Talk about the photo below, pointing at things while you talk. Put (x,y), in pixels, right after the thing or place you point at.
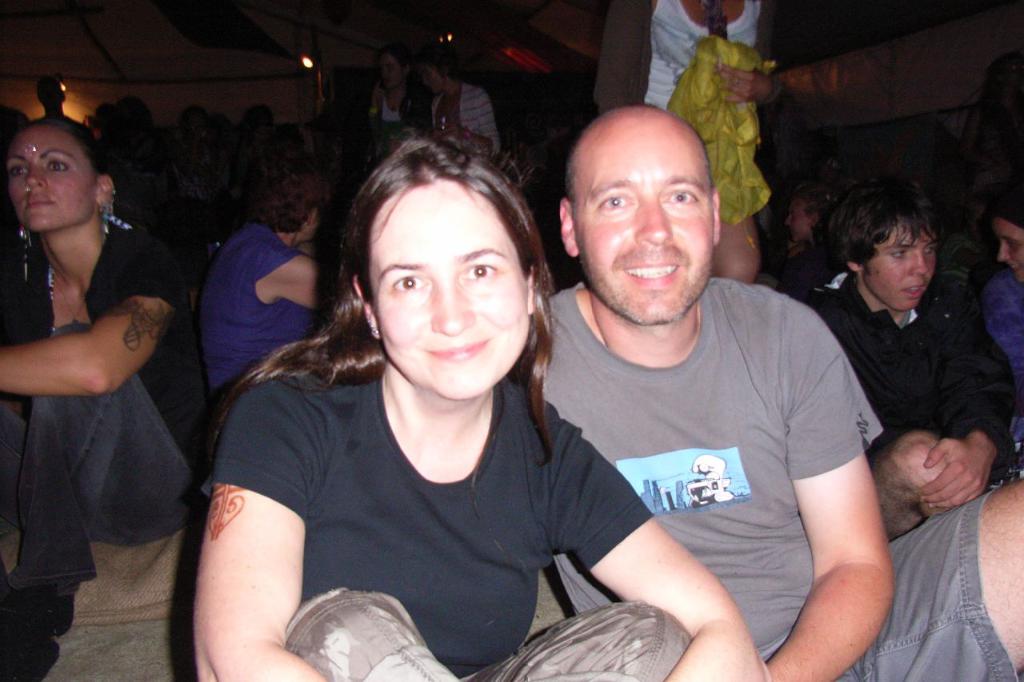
This picture is clicked inside. In the foreground (359,617) we can see the group of persons (269,343) sitting on the ground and we can see the group of persons (442,63) seems to be standing. At the top (183,78) there is a roof (171,47) and we can see the lights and some other objects (745,192).
